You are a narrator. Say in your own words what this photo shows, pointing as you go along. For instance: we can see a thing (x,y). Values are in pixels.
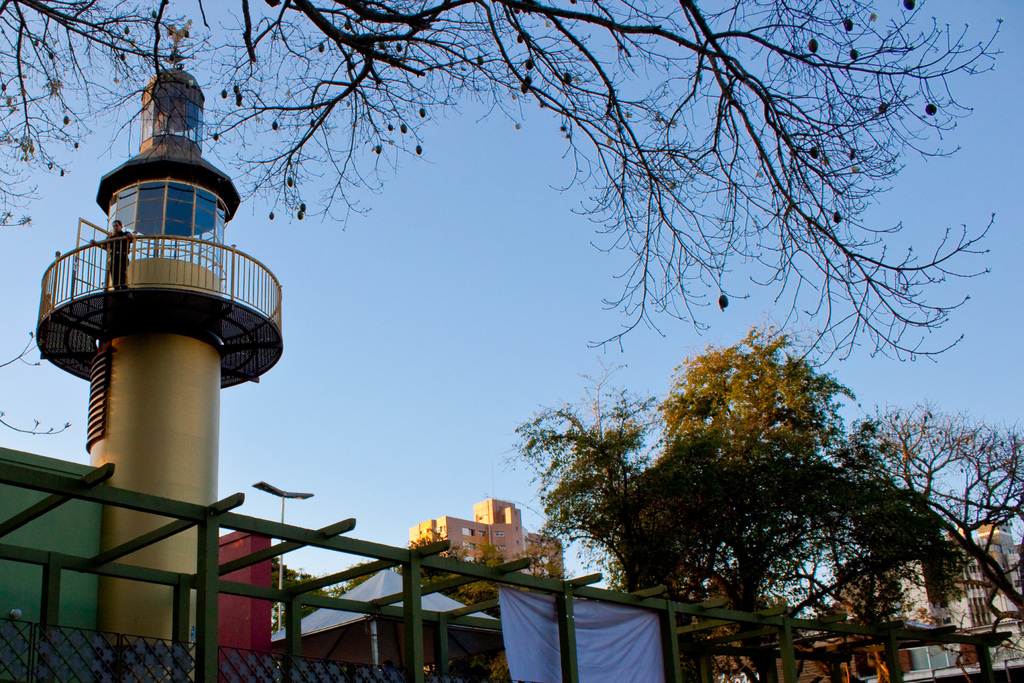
In the image we can see there are buildings (517,551) and trees (680,551). Here we can see watching tower (172,448) and there is a person (122,274) standing, wearing clothes (122,259). Here we can see the fence (86,670), pole (263,485), banner (525,647) and the pale blue sky (401,341).
